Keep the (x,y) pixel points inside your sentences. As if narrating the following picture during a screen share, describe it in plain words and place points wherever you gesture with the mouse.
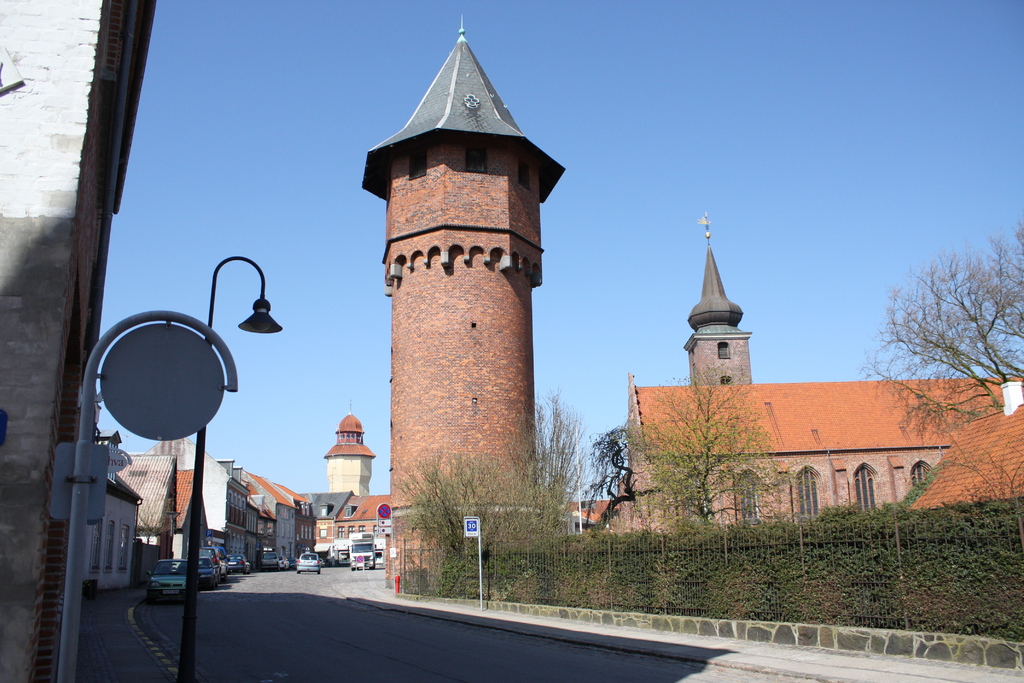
In this image we can see buildings (413,467), there are vehicles (283,564) on the road (317,585), there are sign boards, light pole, there are plants (664,575), trees (481,508), a fencing (772,544), also we can see the sky (705,115).
